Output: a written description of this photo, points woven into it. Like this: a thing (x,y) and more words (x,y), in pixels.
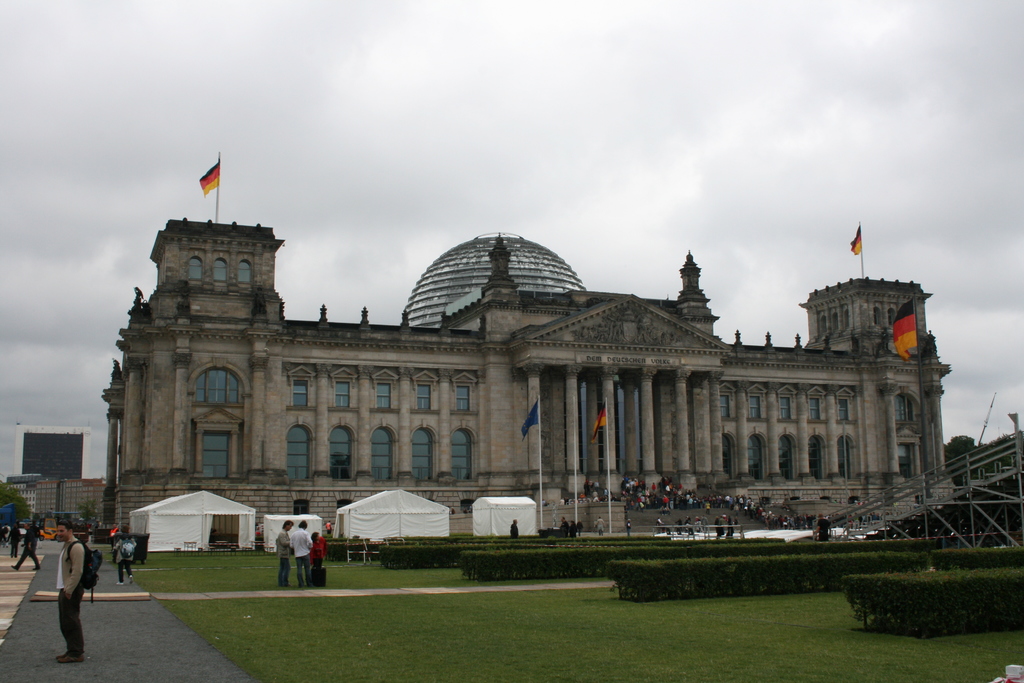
At the bottom of the picture (167,645), we see the grass (417,644) and the pavement (101,658). On the left side (101,559), we see a man (70,646) who is wearing a backpack (87,552) is standing. Beside him, we see the people (14,537) are standing. In the middle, we see three people (286,574) are standing. On the right side (845,550), we see the shrubs (794,543), iron rods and trees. Beside that, we see the people (729,519) are standing on the staircase (713,514). Beside that, we see the flags (536,410) in blue, orange, red and black color. Beside that, we see the white color tents (295,518). In the background (316,456), we see a building (748,449) and the flags (904,334). On the left side (33,475), we see a tree (18,496) and buildings (64,457). At the top (398,164), we see the sky (405,201).
